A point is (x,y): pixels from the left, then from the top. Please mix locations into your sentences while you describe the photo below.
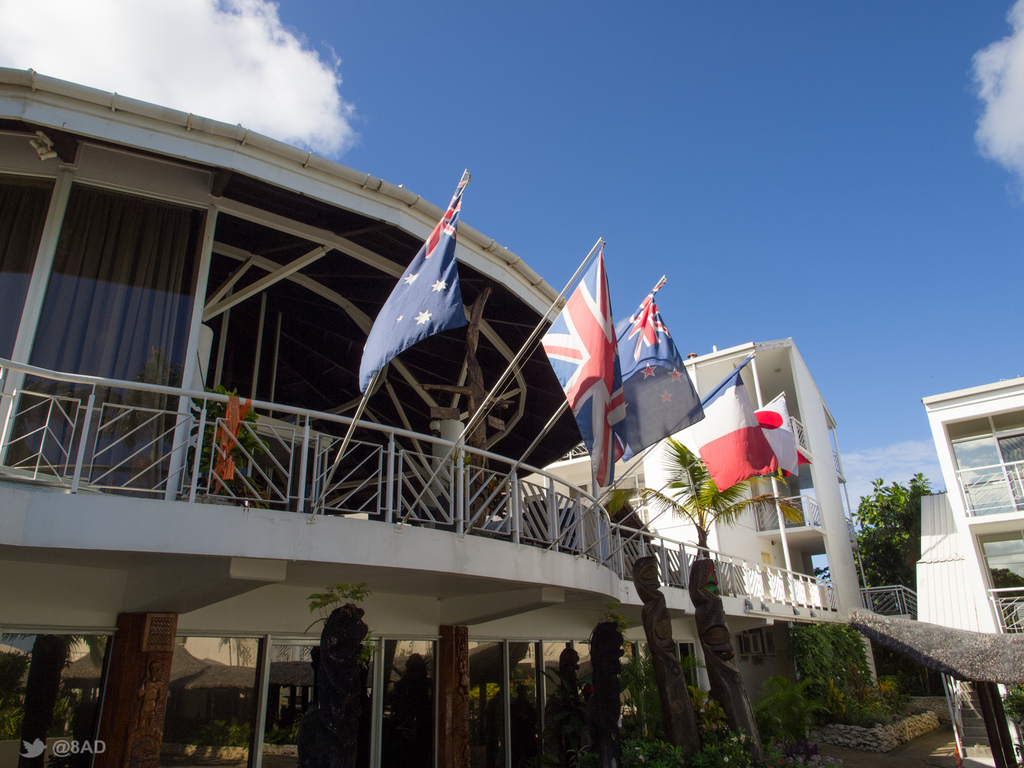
In this image in the center (440,498) there are buildings (584,492) and trees (865,538), and also there are some poles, flags (589,439) and pillars (153,685) and some plants (702,703). At the bottom (927,756) there is a walkway (845,756) and in the background (880,513) also there are trees (899,550), at the top (418,168) there is sky (376,150).
